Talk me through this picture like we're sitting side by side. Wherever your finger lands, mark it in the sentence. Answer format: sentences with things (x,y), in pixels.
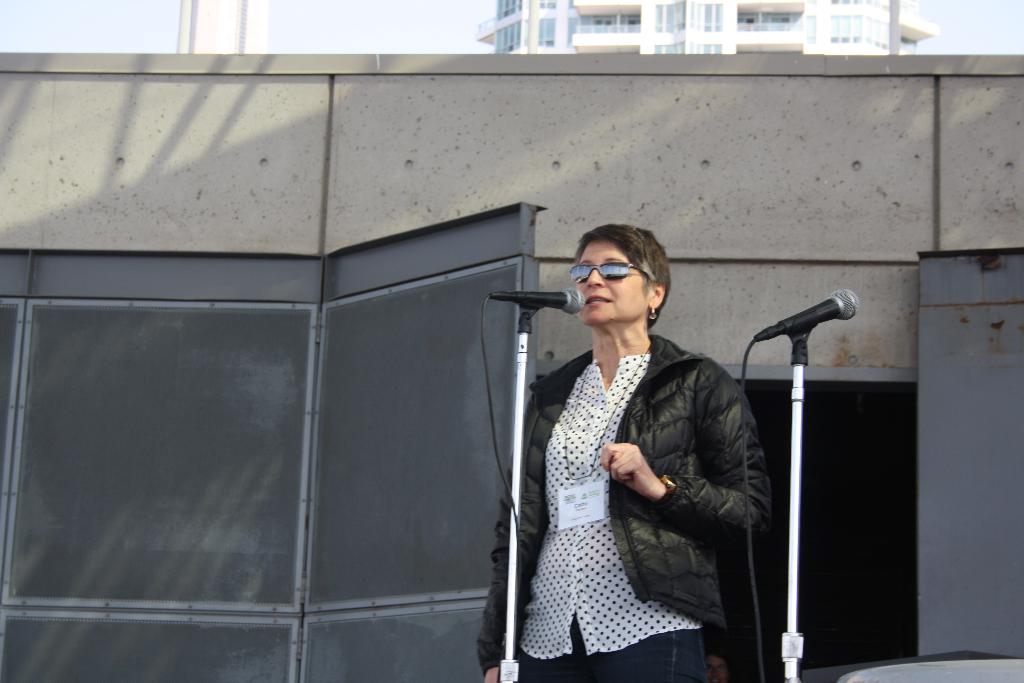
In the center of the image (666,301), we can see a person (644,408) wearing an id card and glasses (592,266) and there are mics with stands (794,558). In the background (381,183), we can see a shed (637,120) and there is a building (619,18) and a pole (215,13) and we can see some doors (921,399).
